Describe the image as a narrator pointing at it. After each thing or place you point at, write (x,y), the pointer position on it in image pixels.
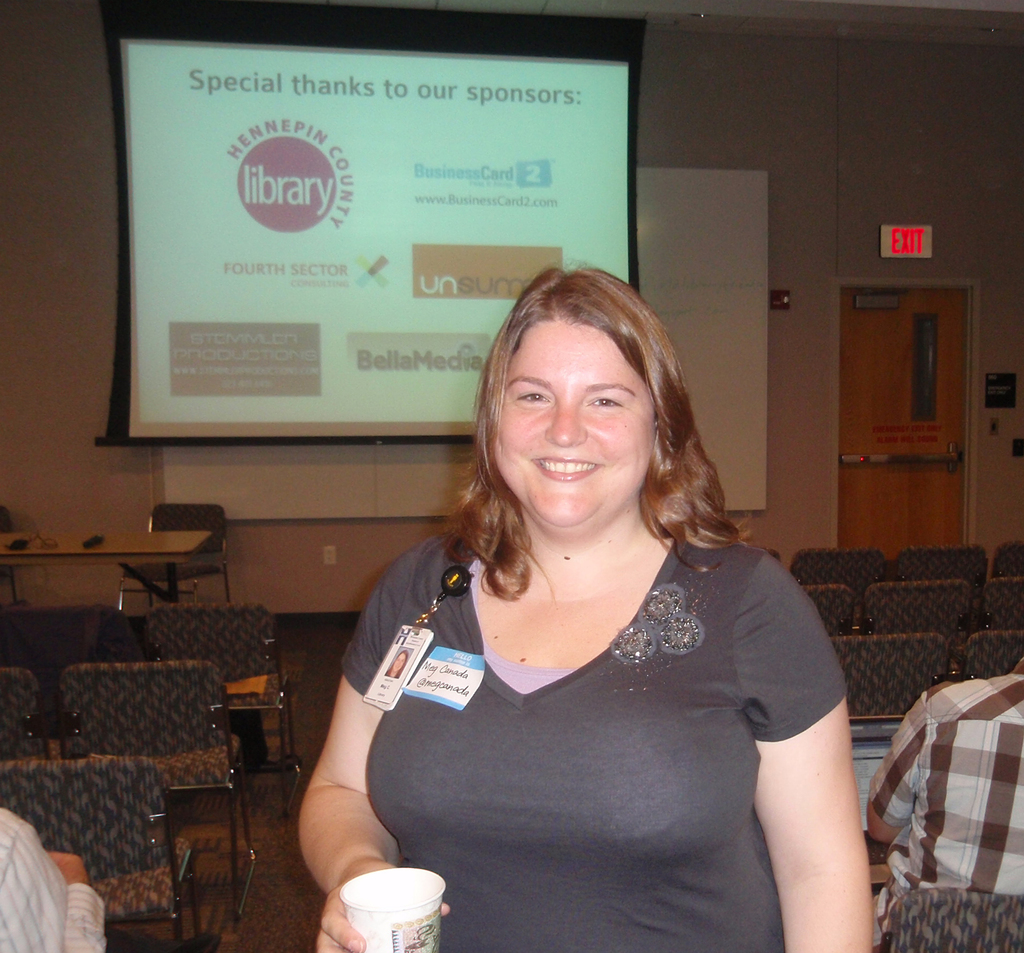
In this picture we can see a woman (396,821) holding a cup (427,952) and smiling at someone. In the background (277,331), we see a projector display (293,377) and chairs (135,691).
